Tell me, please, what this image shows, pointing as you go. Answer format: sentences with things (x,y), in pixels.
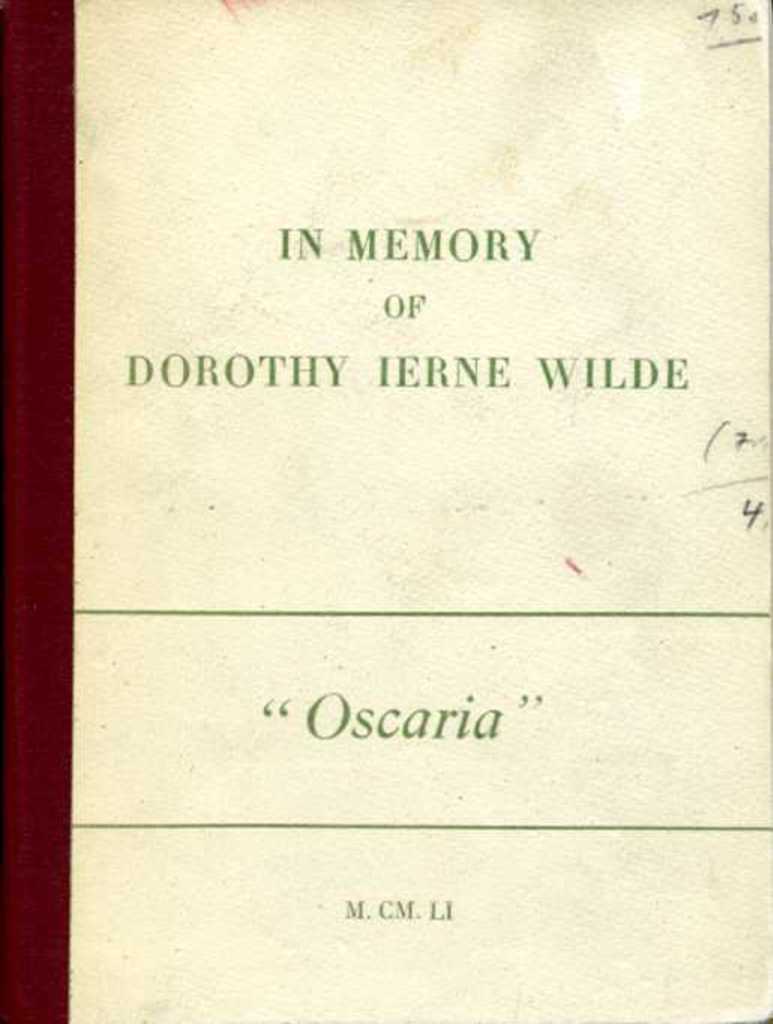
In the picture I can see an object (470,323) which has something written on it.
